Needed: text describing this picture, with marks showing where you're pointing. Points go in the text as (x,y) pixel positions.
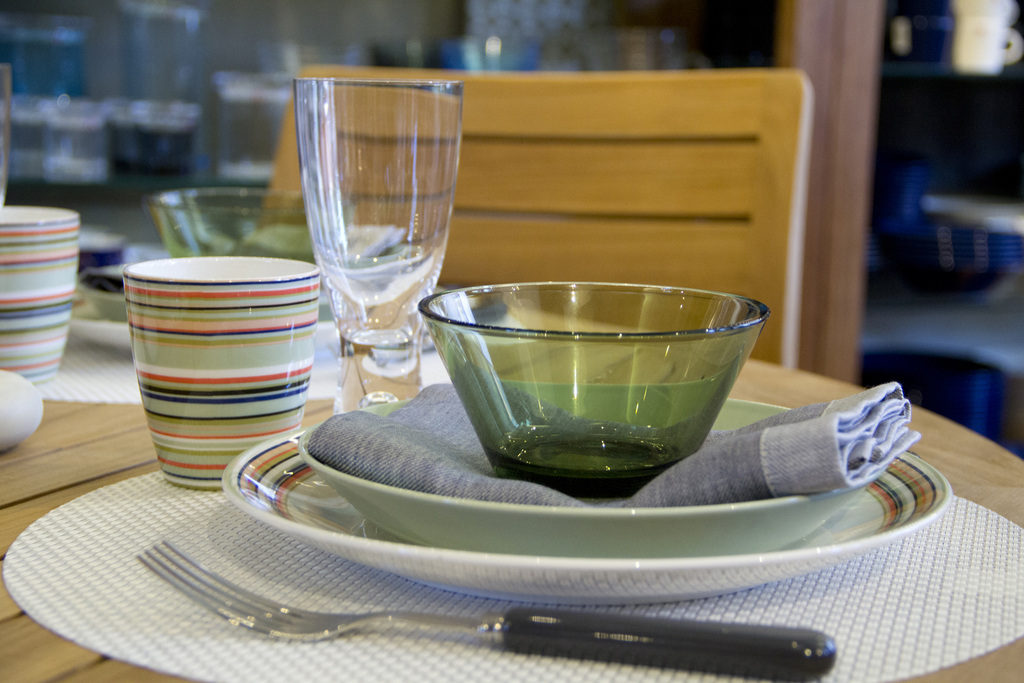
There are cups (209,395), glasses (360,285), bowl (567,441) on a cloth (472,489) on the plates (523,545), fork (279,639), mat (249,674) and other objects (116,302) are on a table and we can see a chair (465,194). In the background (214,139) the image is blur but we can see objects (494,54).
